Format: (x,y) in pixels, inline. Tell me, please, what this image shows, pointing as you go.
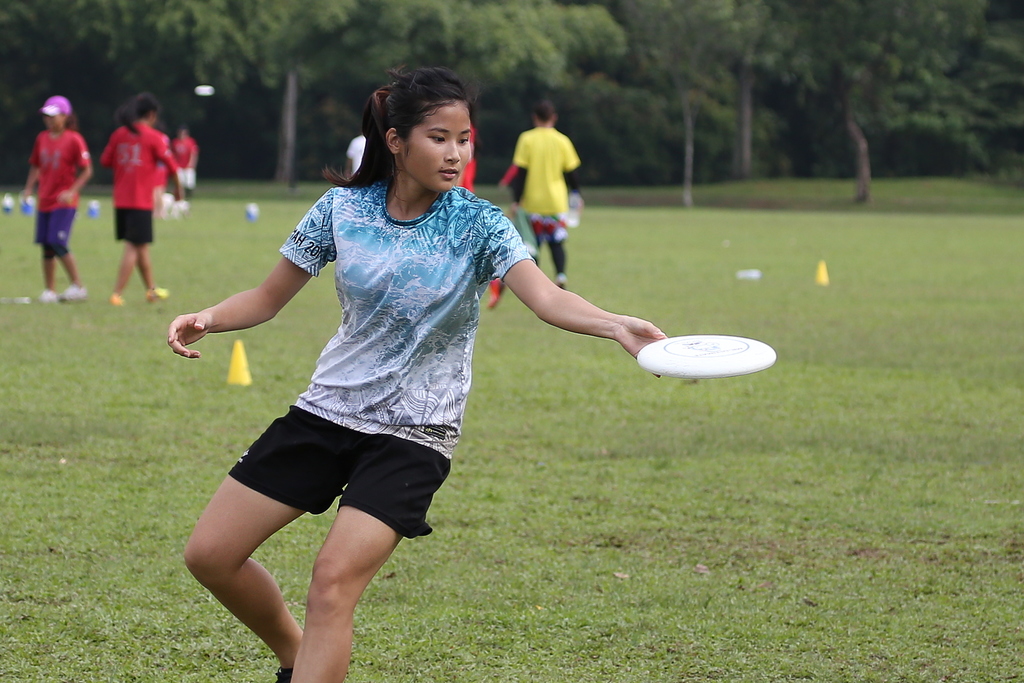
In this image there is a green grass (198,653) at the bottom (259,662). There is a person (170,330) holding an object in the foreground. There are people (54,103) and trees (259,33) in the background (58,125).
